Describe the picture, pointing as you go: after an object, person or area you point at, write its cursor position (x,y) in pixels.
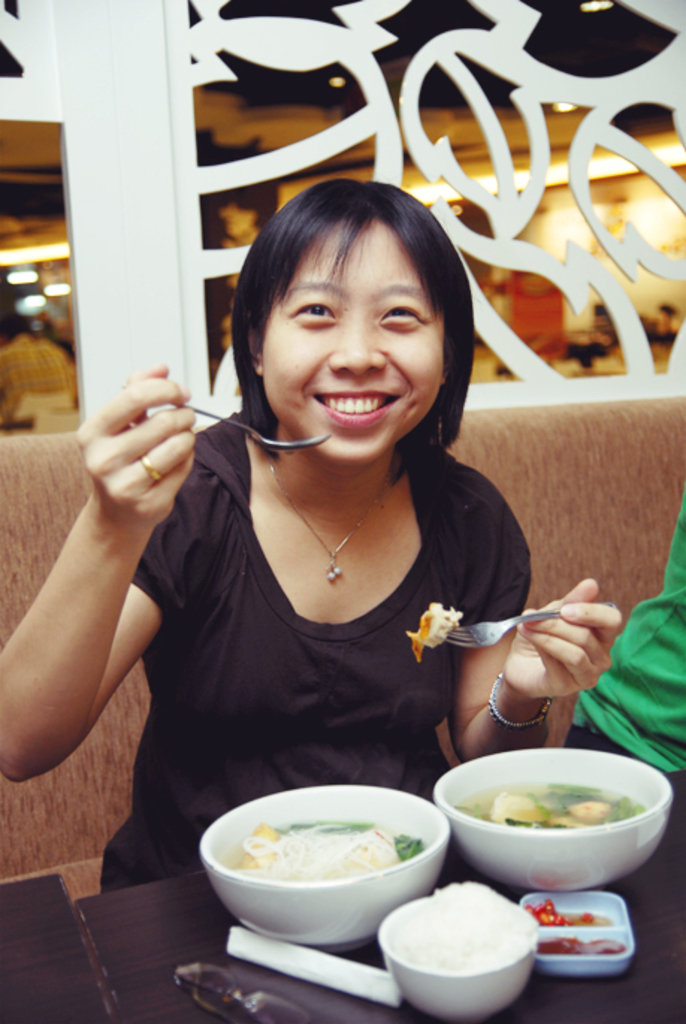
In this image we can see two persons (652,674) sitting on the couch (90,787), a person (275,732) is holding a spoon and a fork (495,635) and there are few bowls (477,819) with food items (419,913) on the table (160,943) in front of the person (433,768) and a wall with design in the background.
